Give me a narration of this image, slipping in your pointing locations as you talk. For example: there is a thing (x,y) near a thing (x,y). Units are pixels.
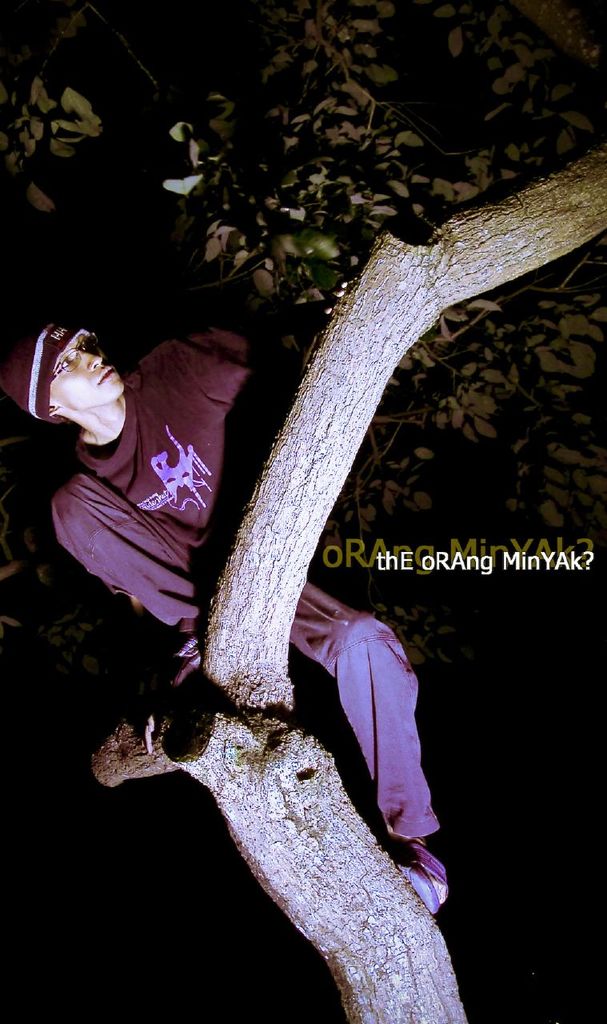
In this picture we can see a tree (274,753), there is a person (210,535) sitting on the tree (322,824), we can see some text (443,566) on the right side (474,572), there is a dark background (560,818).
